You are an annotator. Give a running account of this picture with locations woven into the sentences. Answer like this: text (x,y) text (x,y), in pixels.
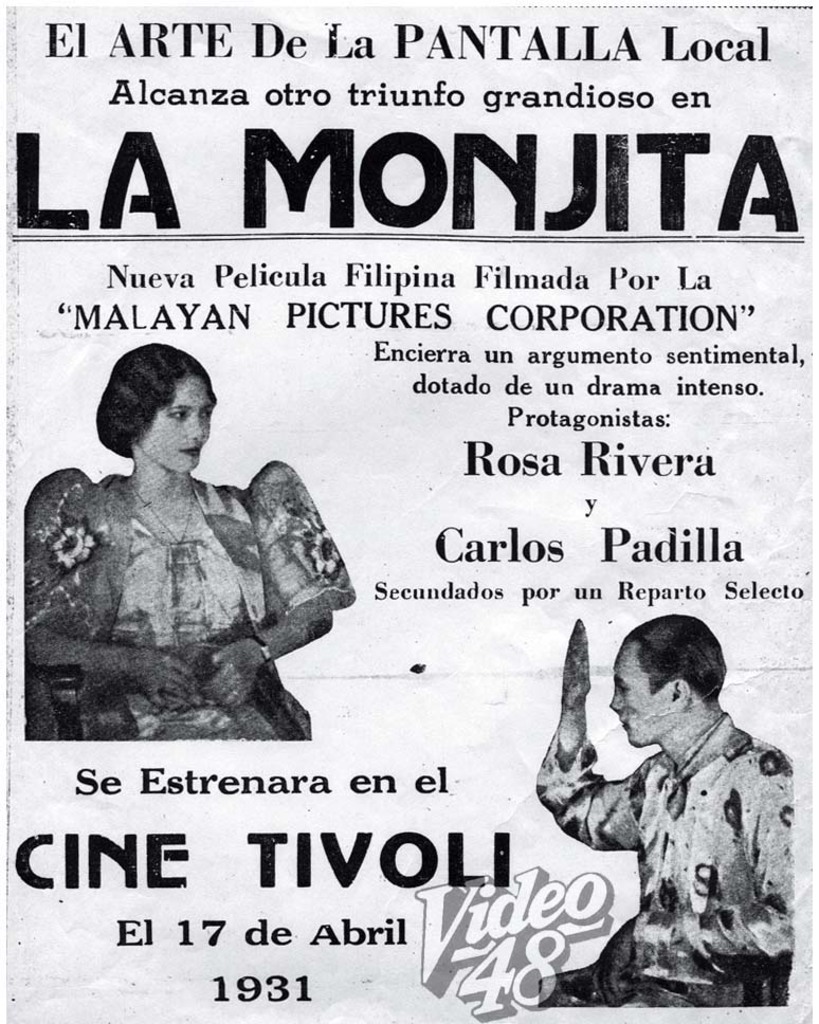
In this picture we can see the drawing (259,676) of a woman (143,582) seems to be sitting on the chair (51,716) and a drawing (668,721) of a person (706,780) and we can see the text (335,847) is written on the image.
